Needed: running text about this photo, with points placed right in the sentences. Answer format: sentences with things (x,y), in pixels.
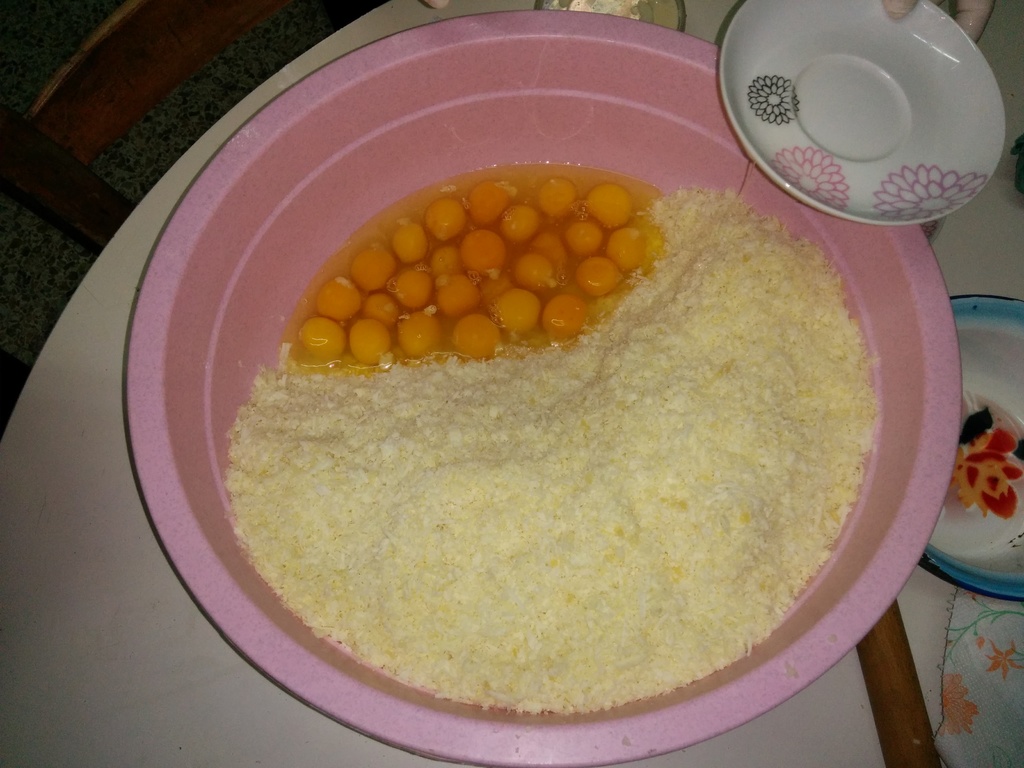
In this picture we can observe some food (483,362) placed in the pink color bowl (338,229). There is a white color plate (842,142) on the bowl (587,94). The bowl (168,454) is placed on the white color table (127,499).
